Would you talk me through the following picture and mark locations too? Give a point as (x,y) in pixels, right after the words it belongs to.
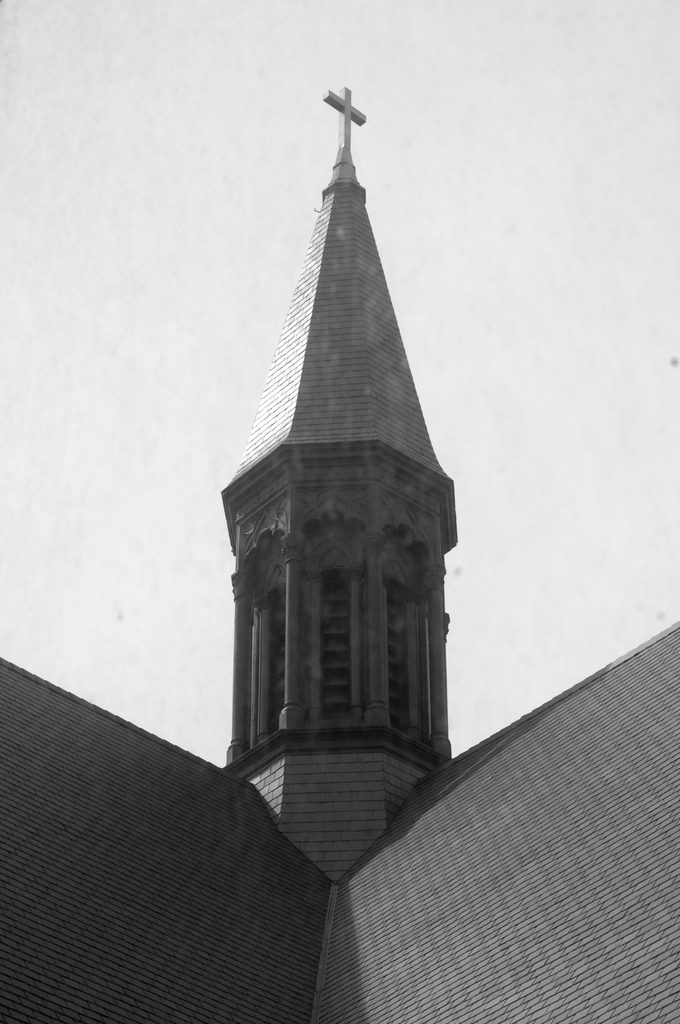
This is a black and white pic. We can see roofs (339,908), cross symbol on a tower (334,377) and the sky (446,196).
